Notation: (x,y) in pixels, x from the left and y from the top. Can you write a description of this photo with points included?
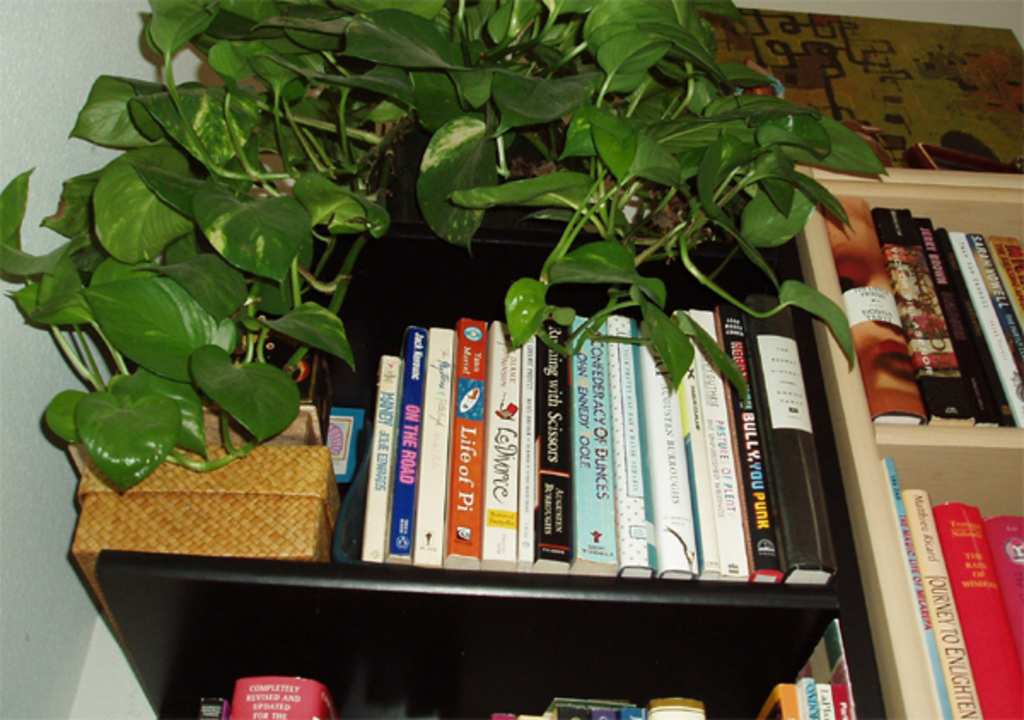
In the center of the image (447,396) there are books (761,414) arranged in a rack (828,413). There is a money plant (467,235). To the left side of the image (26,626) there is wall (22,138).
